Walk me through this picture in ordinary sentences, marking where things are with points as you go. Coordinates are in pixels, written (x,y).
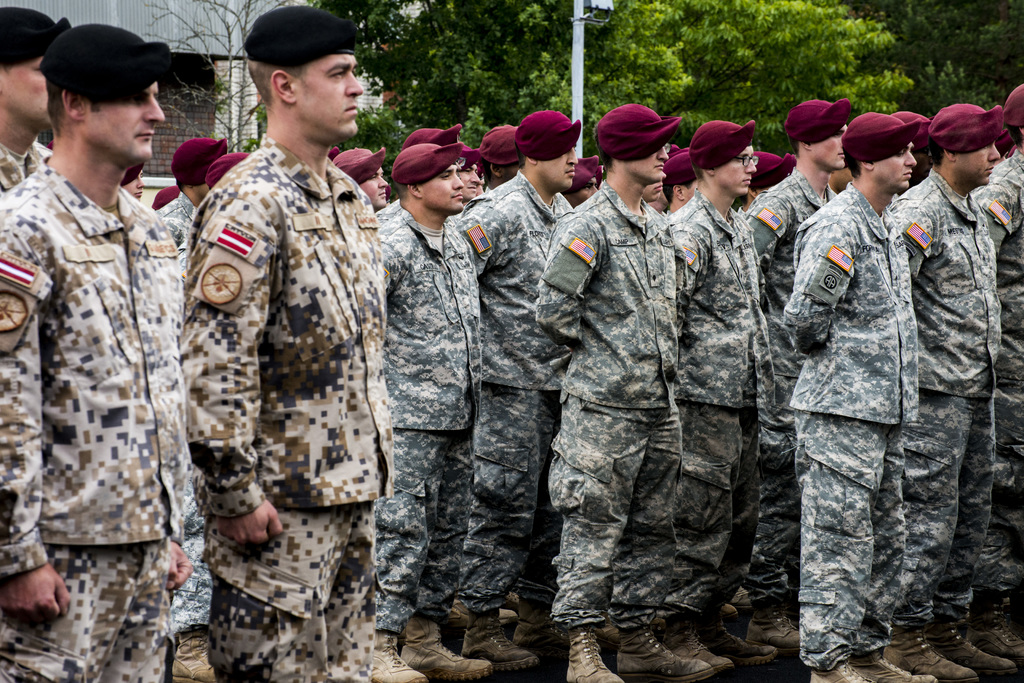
Group of people (715,464) standing, background (195,26) we can see pole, trees (536,57) and wall (170,26).
